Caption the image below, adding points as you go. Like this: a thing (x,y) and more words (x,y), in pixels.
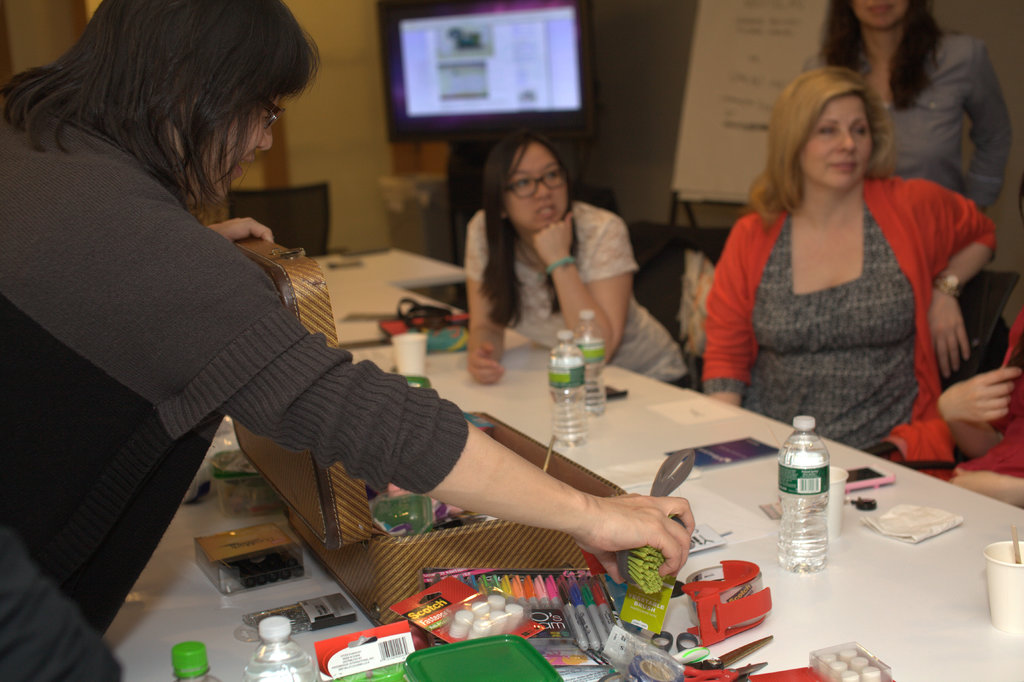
In this image, we can see a group of people (956,71). Few people (534,286) are sitting and two people (207,423) are standing. In the middle of the image (386,329), we can see so many things (485,538) and objects (568,546) are placed on it. Here a woman (372,457) is holding an object (640,569). Background (643,124) we can see wall (630,131), screen (453,83), banners (688,143), chair (300,216), dustbin (422,209) and few objects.
